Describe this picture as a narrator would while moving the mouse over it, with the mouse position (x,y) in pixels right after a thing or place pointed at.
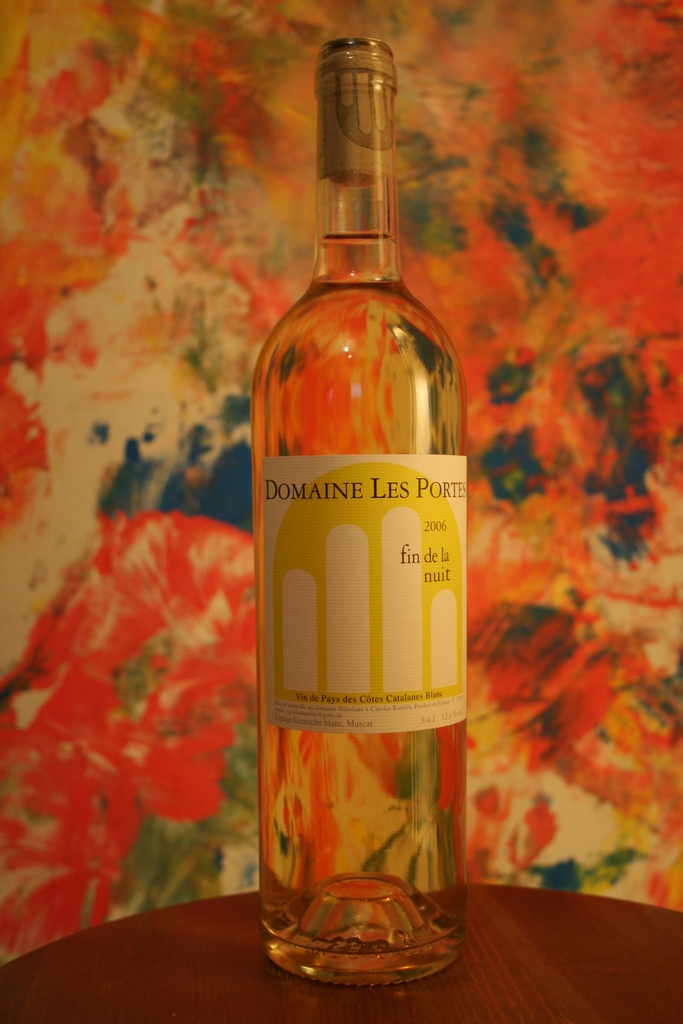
This picture shows a wine bottle (328,561) placed on the table (185,987). There is a wall (152,291) painted in the background (152,291).
